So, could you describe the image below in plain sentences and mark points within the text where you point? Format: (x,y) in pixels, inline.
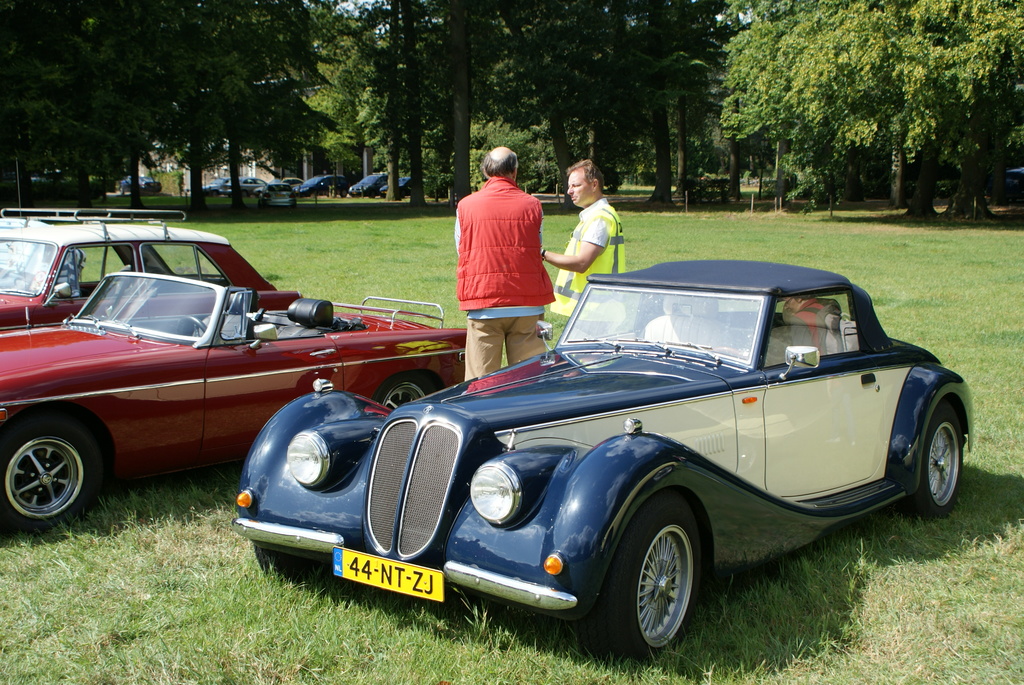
In the image we can see there are many vehicles (273,202) of different colors and shapes. Here we can see two men (525,236) standing and wearing clothes (508,257). Here we can see grass (945,260), trees (683,143) and a white sky (351,6).
